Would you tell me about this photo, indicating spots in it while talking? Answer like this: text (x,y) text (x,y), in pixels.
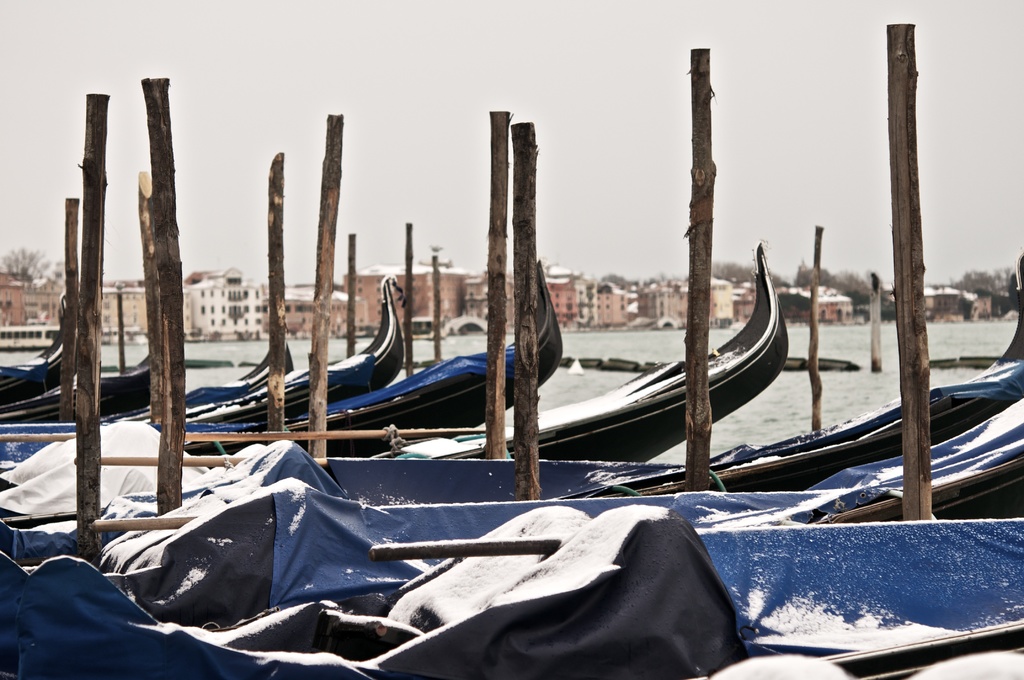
In this image I can see few boats (897,518), few wooden poles (915,513), blue colored sheets (361,489) on the boats (354,460) and some snow (868,624) on the sheets (379,504). In the background (839,396) I can see the water (839,401), few poles (407,334), few trees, few buildings (835,314) which are brown and white in color, some snow (370,274) on the buildings (458,284) and the sky (759,175).
